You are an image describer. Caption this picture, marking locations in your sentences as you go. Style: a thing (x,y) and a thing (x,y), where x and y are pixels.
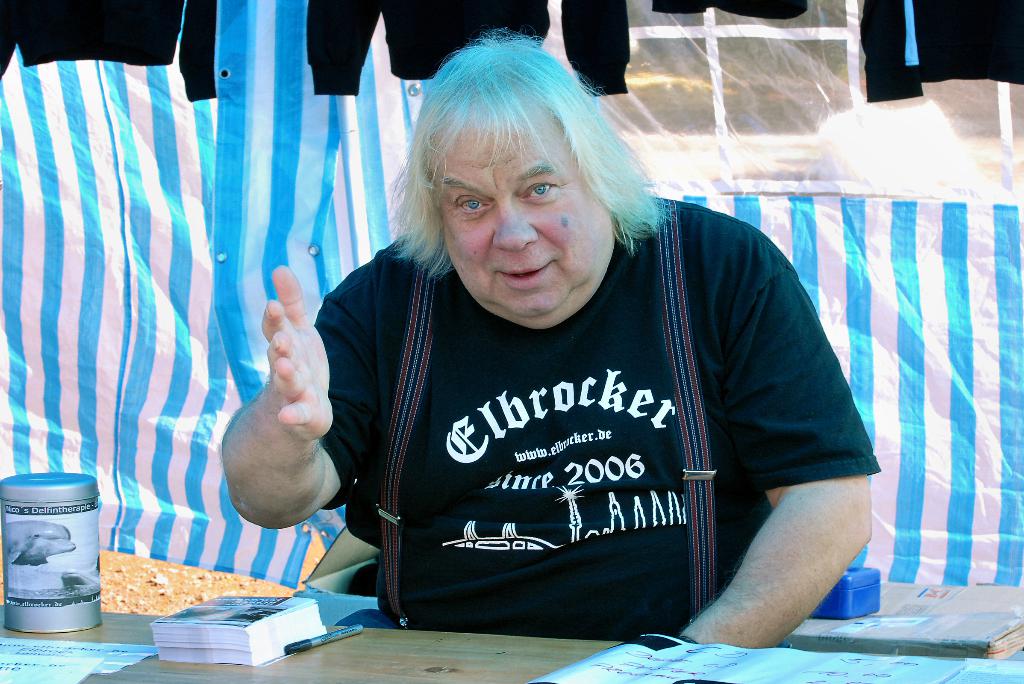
In this image, we can see a person (696,365) sitting, there is a table (442,661), on that table (191,669), we can see some pamphlets (247,641) and a pen (299,648), in the background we can see some jackets (901,32) hanging.
